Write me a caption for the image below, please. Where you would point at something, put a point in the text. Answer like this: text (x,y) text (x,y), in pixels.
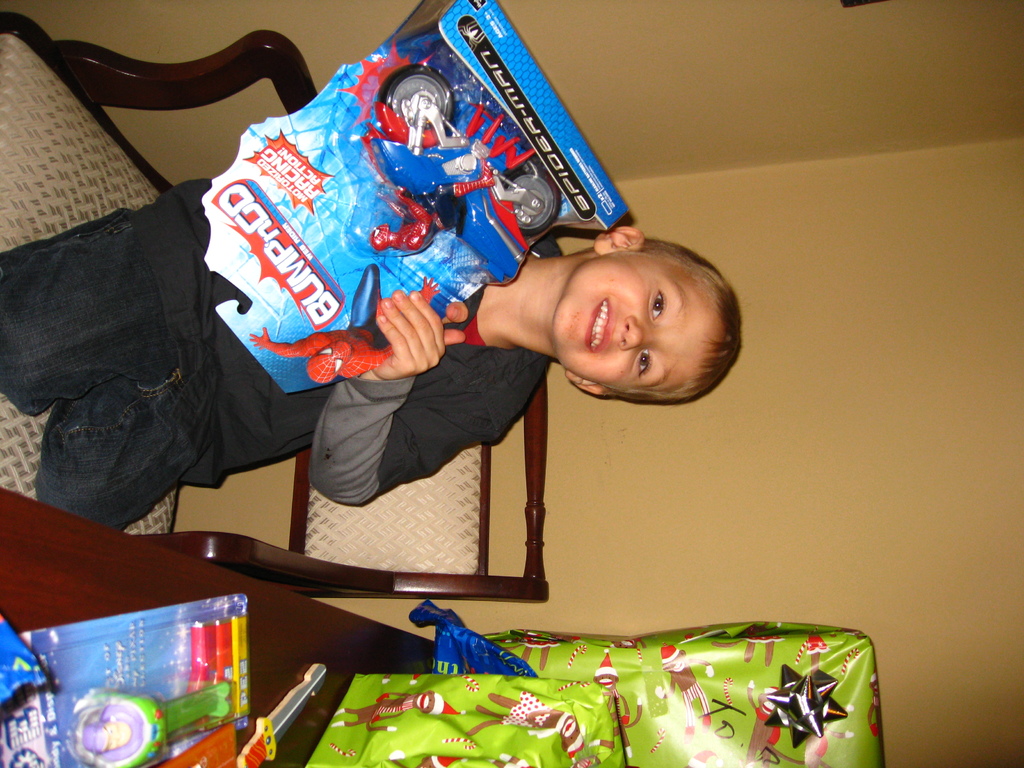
This is a rotated image, in this image there is a child (164,314) sitting on his knees (114,472) on the chair (7,451) and he is holding a toy (398,225), which is packed, beside him there is a table (328,713), on the table (319,723) there are gifts (534,710), toys (212,719) and a knife (261,720). In the background (876,544) there is a wall (890,583).
